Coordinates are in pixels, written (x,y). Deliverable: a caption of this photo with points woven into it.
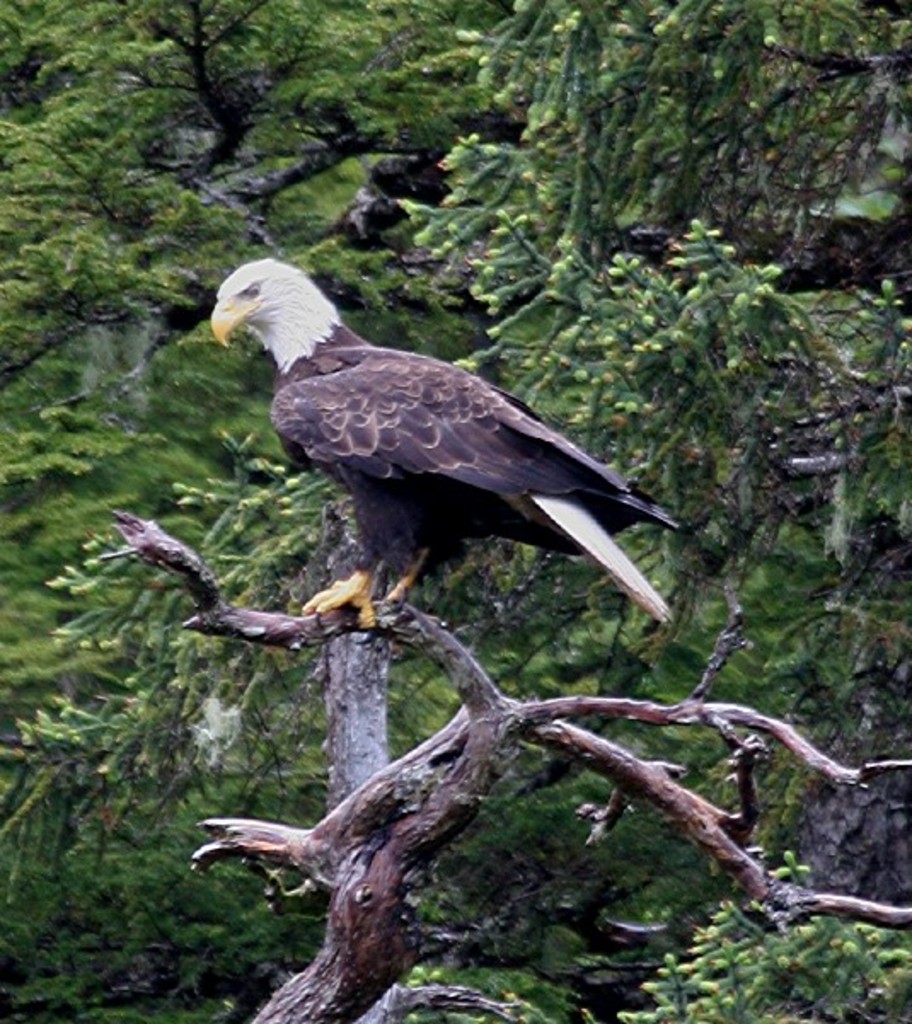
In this image there is an eagle (401,400) on a branch (380,791) of a tree (390,778), at the background of the image (433,685) there are trees (481,314) truncated.
